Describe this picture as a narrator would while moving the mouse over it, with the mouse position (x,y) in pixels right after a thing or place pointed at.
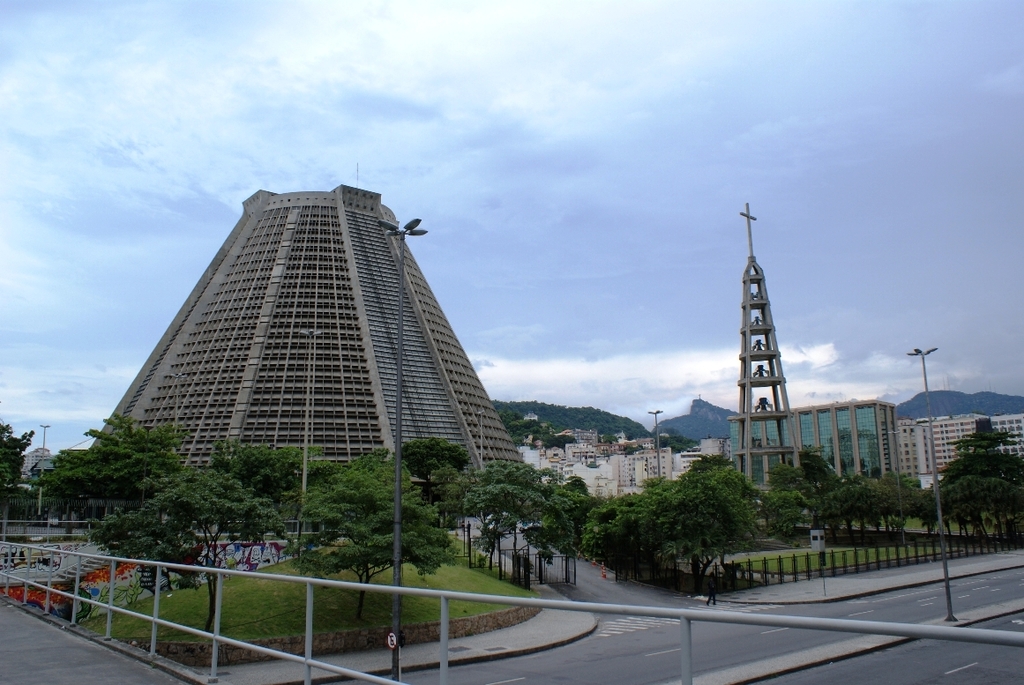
This picture is clicked in the city. At the bottom of the picture (558,664), we see a railing (248,646) and the road (590,665). It might be a bridge (16,625). In the middle of the picture (400,452), we see road (571,666), street lights (400,415) and trees (365,478). We even see grass (431,600) and fence (520,578). There are buildings (453,365) and towers (354,439) in the background (514,448). We even see trees (139,447) and hills (992,407) in the background (998,396). At the top of the picture (607,112), we see the sky (687,269).
